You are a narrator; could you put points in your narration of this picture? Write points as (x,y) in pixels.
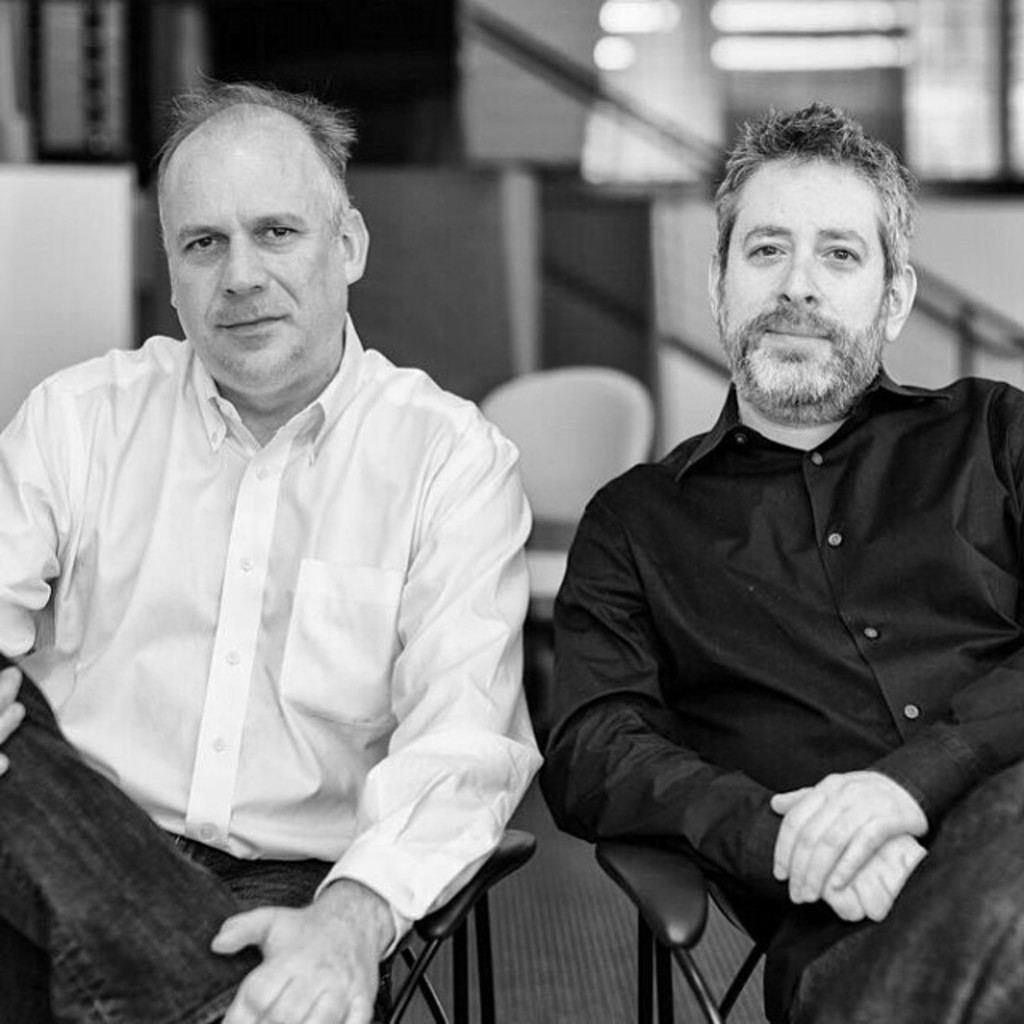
In this image we can see two persons (520,726) sitting on the chair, behind them there is another chair (536,393), also we can see the wall (535,145), and the background (565,285) is blurred, the picture is taken in black and white mode.
